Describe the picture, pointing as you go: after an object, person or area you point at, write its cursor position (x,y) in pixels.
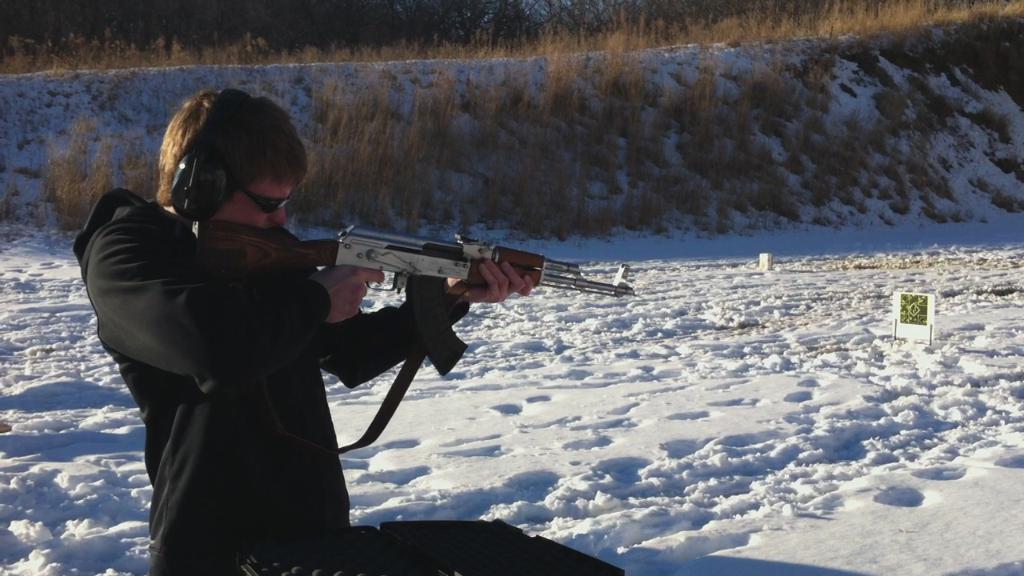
In this image we can see a man (212,428) is wearing black color dress (200,356) and holding gun (412,278), the surface (604,402) of the land (665,442) is covered with snow (756,442). Background of the image (571,131) trees (233,32) and grass (559,126) is present.
